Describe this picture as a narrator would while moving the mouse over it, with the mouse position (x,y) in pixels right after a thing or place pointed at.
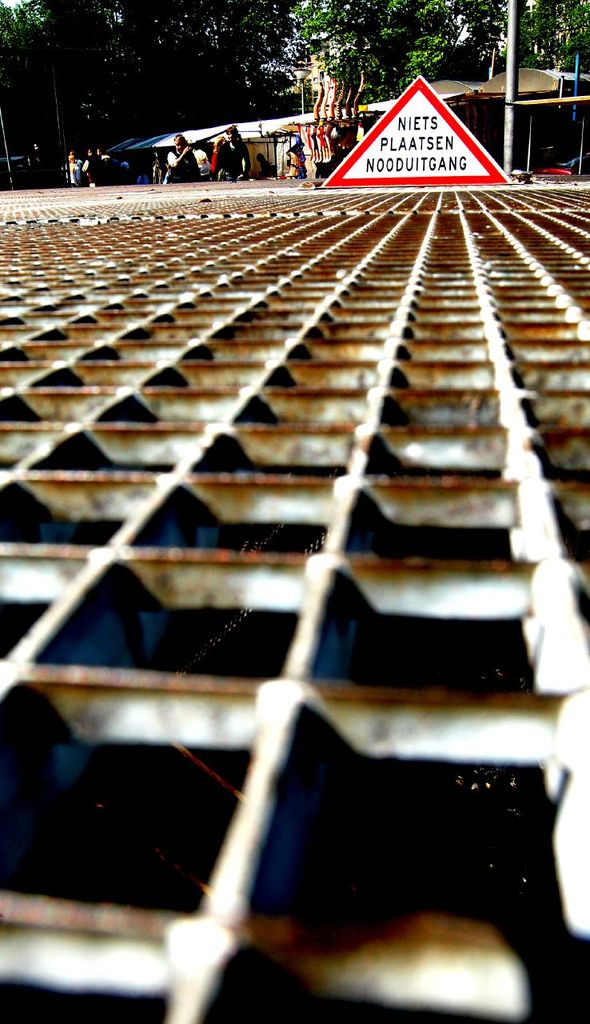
In this picture we can see grille (375,194) and board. In the background of the image (268,105) we can see people (72,151), poles (64,148), sheds (253,134) and trees (542,65).
